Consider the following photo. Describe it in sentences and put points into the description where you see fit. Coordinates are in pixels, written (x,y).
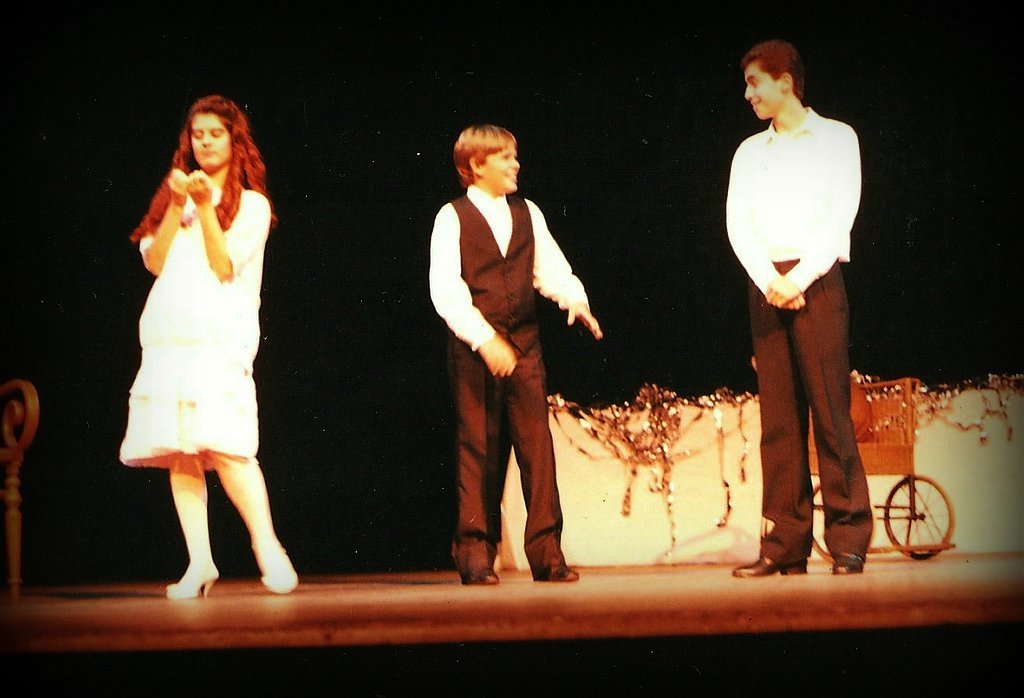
In this image I can see on the right side (906,422) there is a cart (917,486), in the middle (469,383) two boys (786,422) are standing, they are wearing trousers (768,397), shirts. On the left side (227,360) there is a girl (205,406), she is wearing the dress (213,420).
